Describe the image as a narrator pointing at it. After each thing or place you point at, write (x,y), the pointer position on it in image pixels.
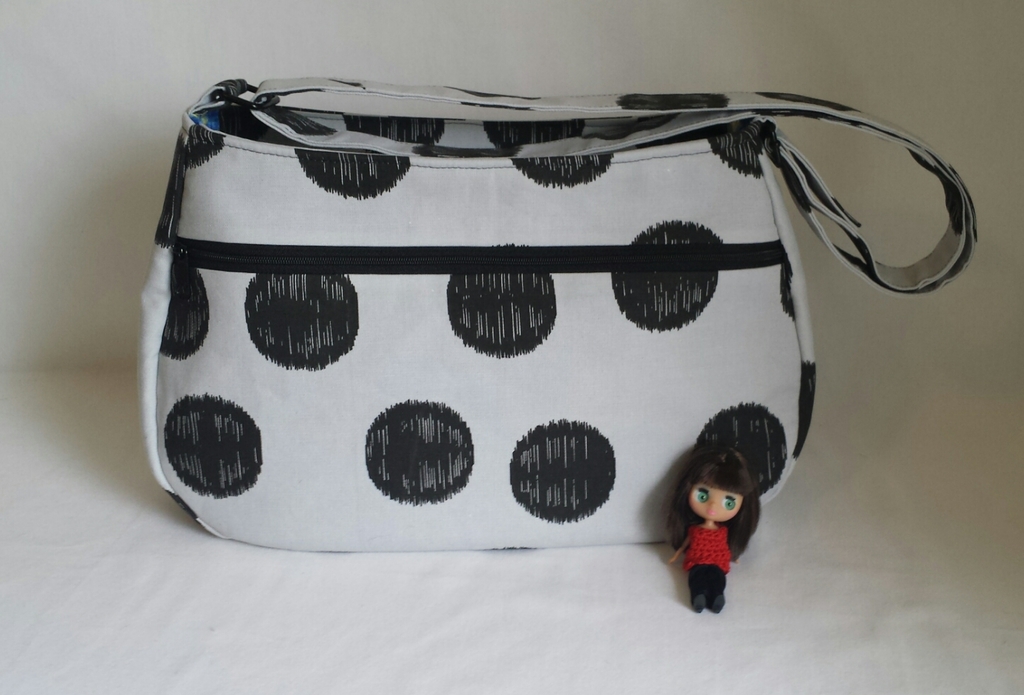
In the image we can see white surface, on surface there is a hand bag (453,339), which is in black and white color.
